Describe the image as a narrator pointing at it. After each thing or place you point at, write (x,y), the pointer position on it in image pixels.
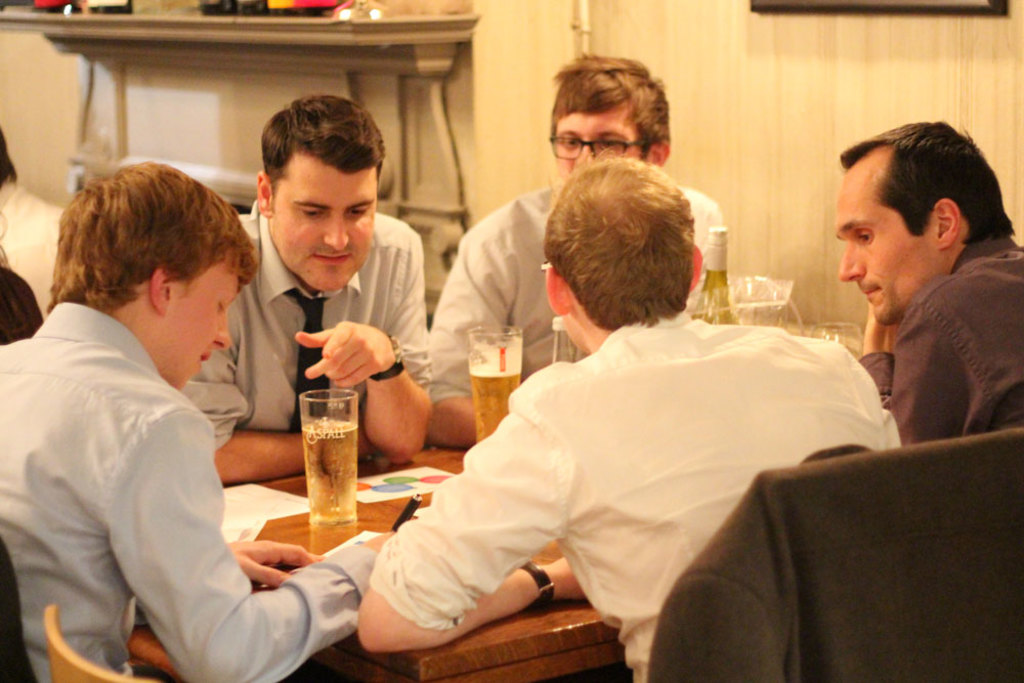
There are five persons (564,267) sitting on the chairs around the table (295,524). There are glasses (322,430) with drinks (315,447), bottles (708,315), papers (284,511) and pens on the table (372,507).
